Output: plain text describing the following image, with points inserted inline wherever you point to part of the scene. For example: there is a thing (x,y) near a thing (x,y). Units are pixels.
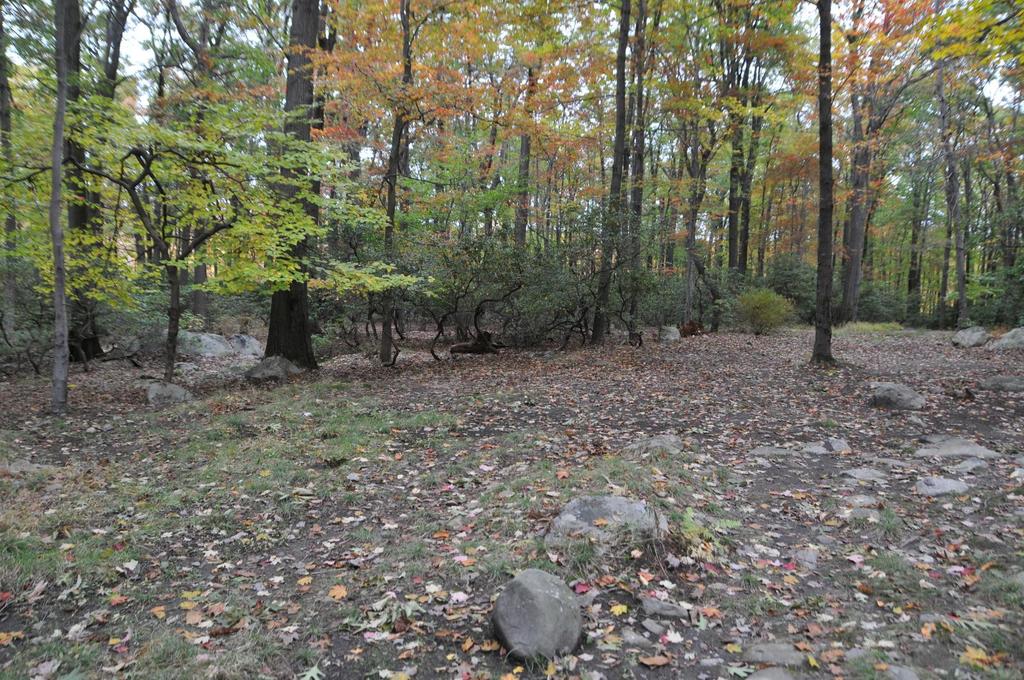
These are the trees (229,171) with branches (138,199) and leaves (256,263). I can see the rocks (591,525) and dried leaves (371,516) lying on the ground (821,547). This is the grass (168,503).
